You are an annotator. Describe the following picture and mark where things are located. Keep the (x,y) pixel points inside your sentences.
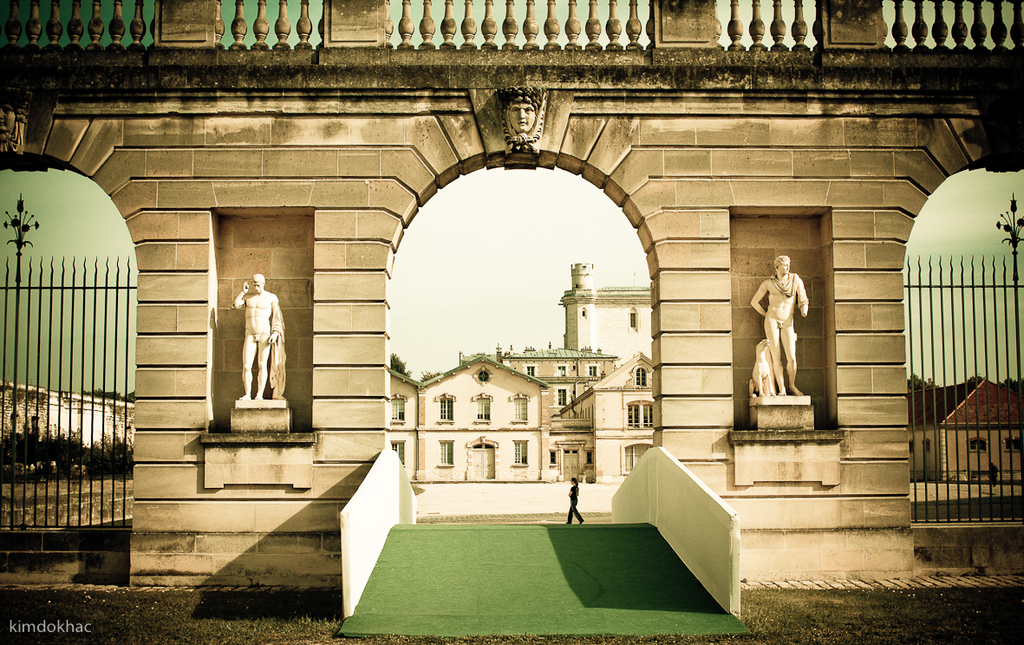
In this image in the foreground (229,171) there is a wall (838,235), and on the right side (785,386) and left side (274,390) there are two sculptures (276,403) and railing (68,317). In the center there is one person (576,490) walking, in the background (450,395) there are some buildings (439,408) and trees (35,419). At the top of the image (371,31) there is a railing (960,2) and sculpture (517,122), and at the bottom (461,579) there is a walkway (426,606) and some grass (914,611).
